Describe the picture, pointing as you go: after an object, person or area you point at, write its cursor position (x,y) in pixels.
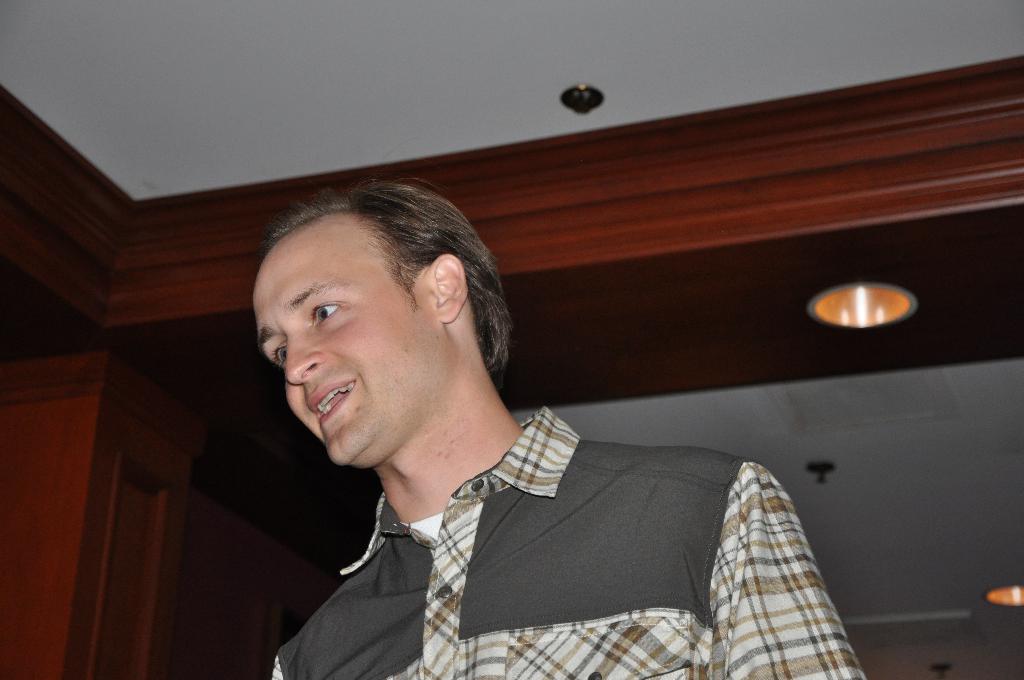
In this image we can see a person (713,667). At the top of the image (440,147) there is a ceiling (264,35).
